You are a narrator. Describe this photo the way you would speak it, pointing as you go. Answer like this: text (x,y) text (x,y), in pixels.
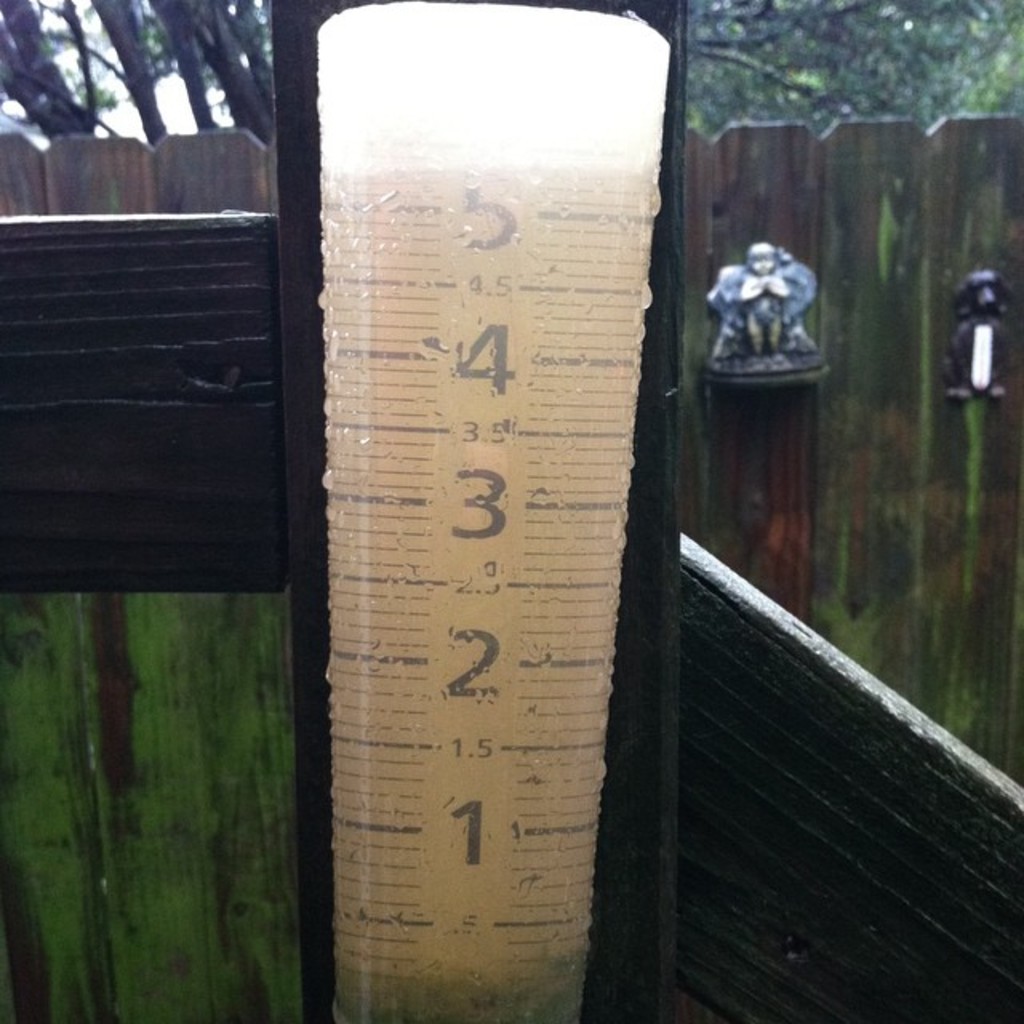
In front of the picture, we see a measuring jar (456,487) and beside that, we see a wooden wall (693,695). Behind that, we see a wooden fence (810,242). There are trees (696,87) in the background (911,18). At the top of the picture (18,104), we see the sky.
